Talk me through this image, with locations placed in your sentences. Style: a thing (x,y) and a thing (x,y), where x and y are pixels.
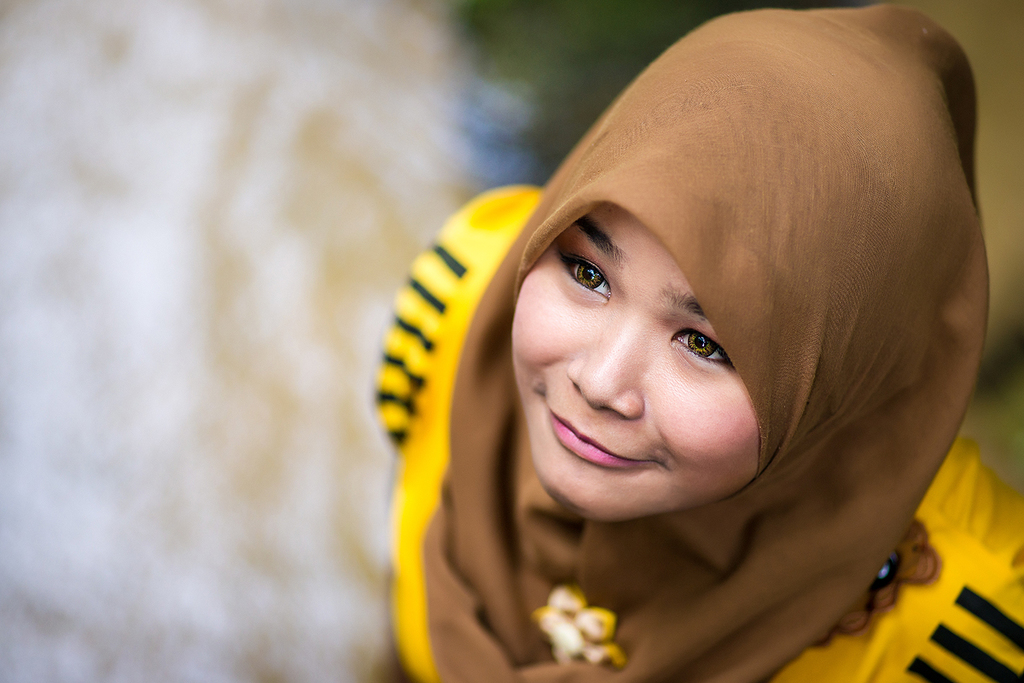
In this image I can see a woman (523,286). She is wearing yellow, black and brown color scarf (413,333). Backside is blurred.
